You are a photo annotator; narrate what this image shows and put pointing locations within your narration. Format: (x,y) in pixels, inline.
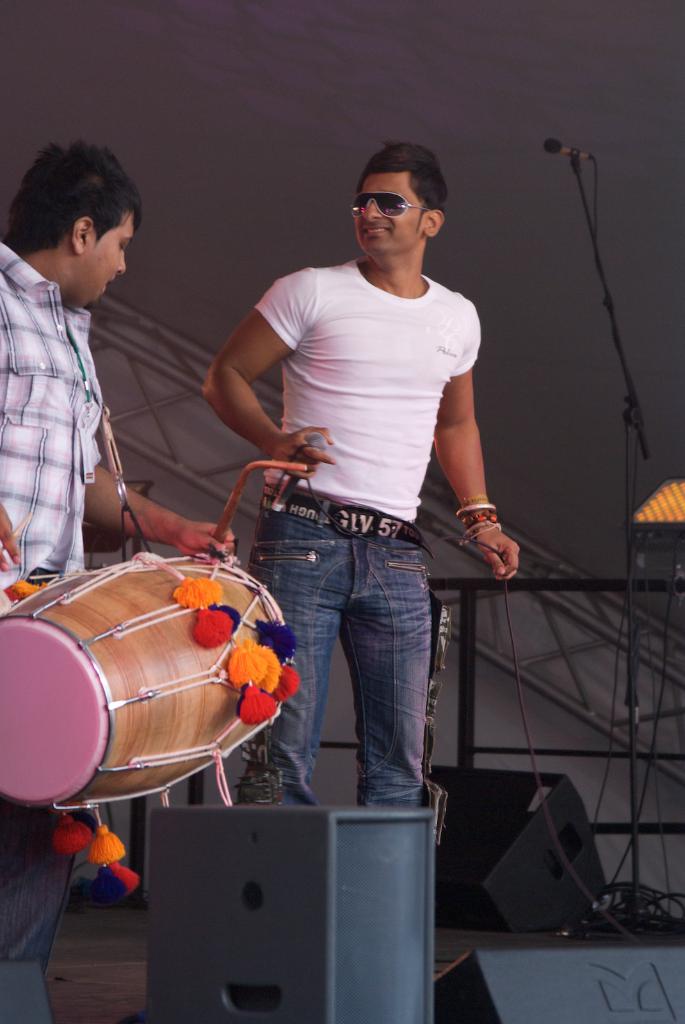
There are two persons (83,420) in the stage (254,202), one person (358,208) is wearing white t shirt (387,413) and blue jeans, he is holding mike (288,480) in one hand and wire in another hand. Towards the left (88,487) there is another men (21,223), he is wearing a check shirt (34,476) and blue jeans (46,827) and he is playing drums (69,777). To the right side (633,746) there is a mike (600,249) and speakers (484,770).
